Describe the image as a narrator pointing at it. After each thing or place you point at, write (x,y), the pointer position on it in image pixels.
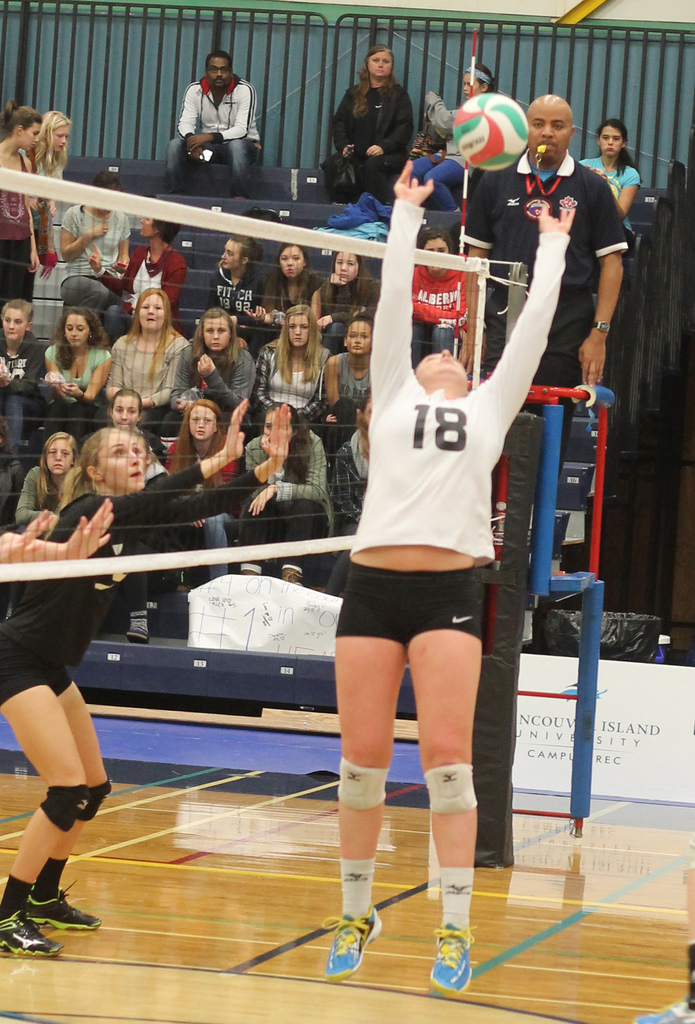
There are people (119,586) playing volleyball and a net (455,267) in the foreground area of the image (5,538), there are people (306,303) sitting, a man (558,185) holding a whistle (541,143) in his mouth (537,142), poster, it seems like a boundary (73,43) in the background (367,31).
